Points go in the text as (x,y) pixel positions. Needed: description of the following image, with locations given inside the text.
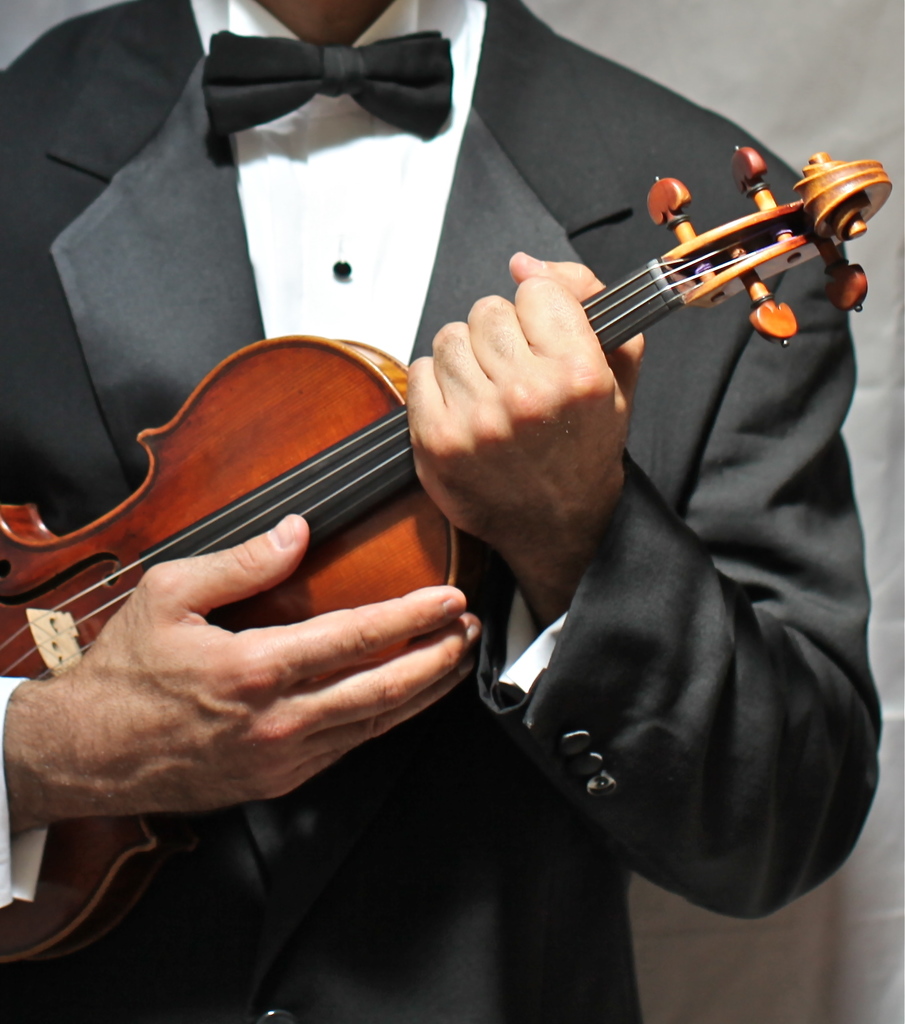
There is a person (111,993) standing in the center (535,524). He is wearing a suit (715,889) and he is holding a violin (713,239) in his hand (284,784).
